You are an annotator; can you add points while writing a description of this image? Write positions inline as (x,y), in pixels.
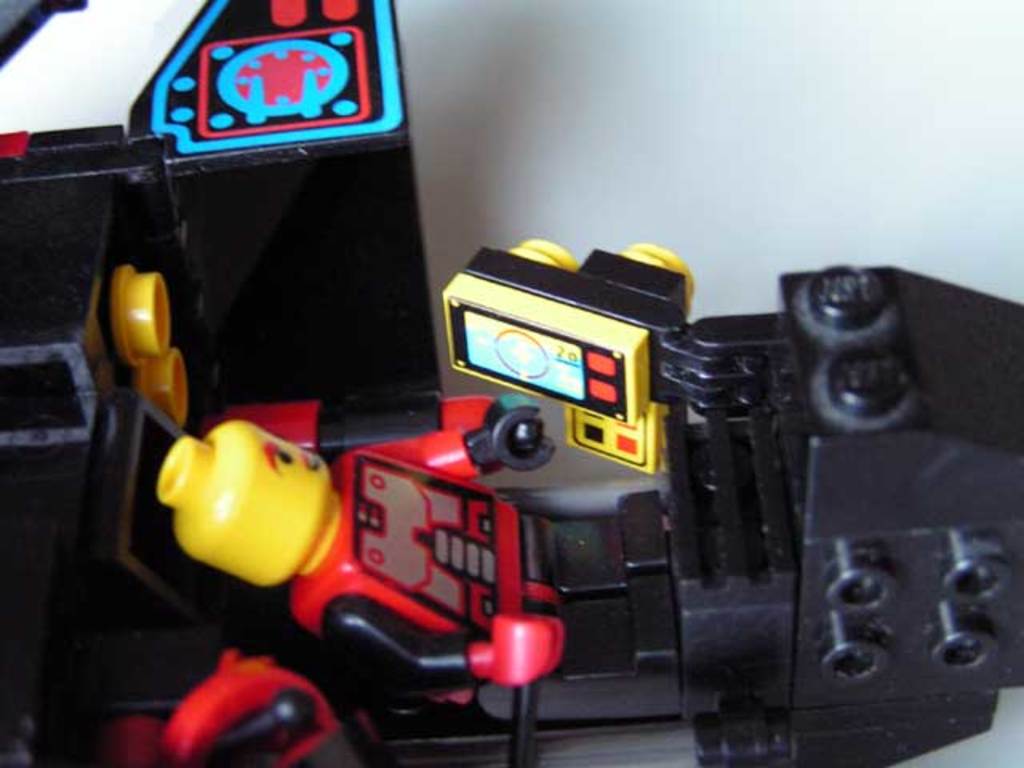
In this image we can see a toy motor vehicle (154,327) made of Legos (264,499).
